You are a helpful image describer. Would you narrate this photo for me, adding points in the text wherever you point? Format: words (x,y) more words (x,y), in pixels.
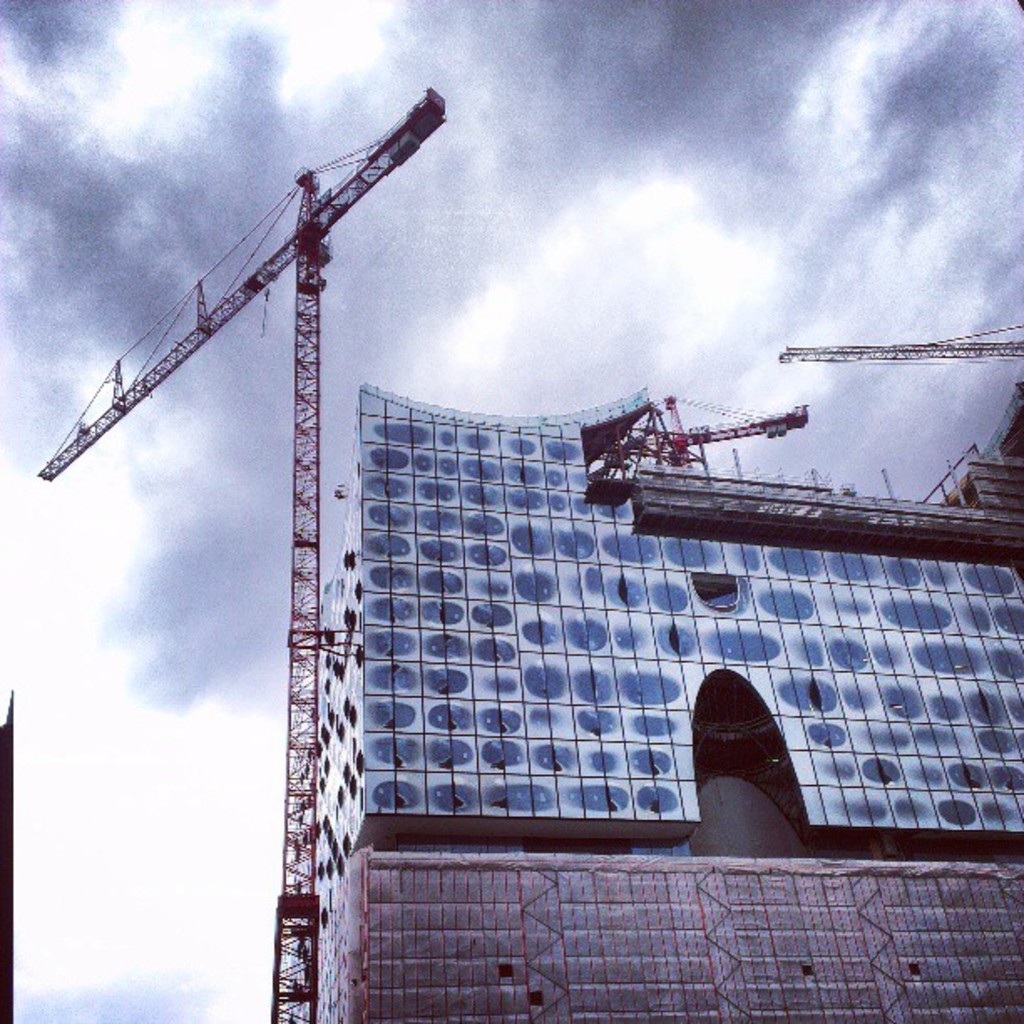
In this picture there is Elbe philharmonic hall (467,541) in the image.
